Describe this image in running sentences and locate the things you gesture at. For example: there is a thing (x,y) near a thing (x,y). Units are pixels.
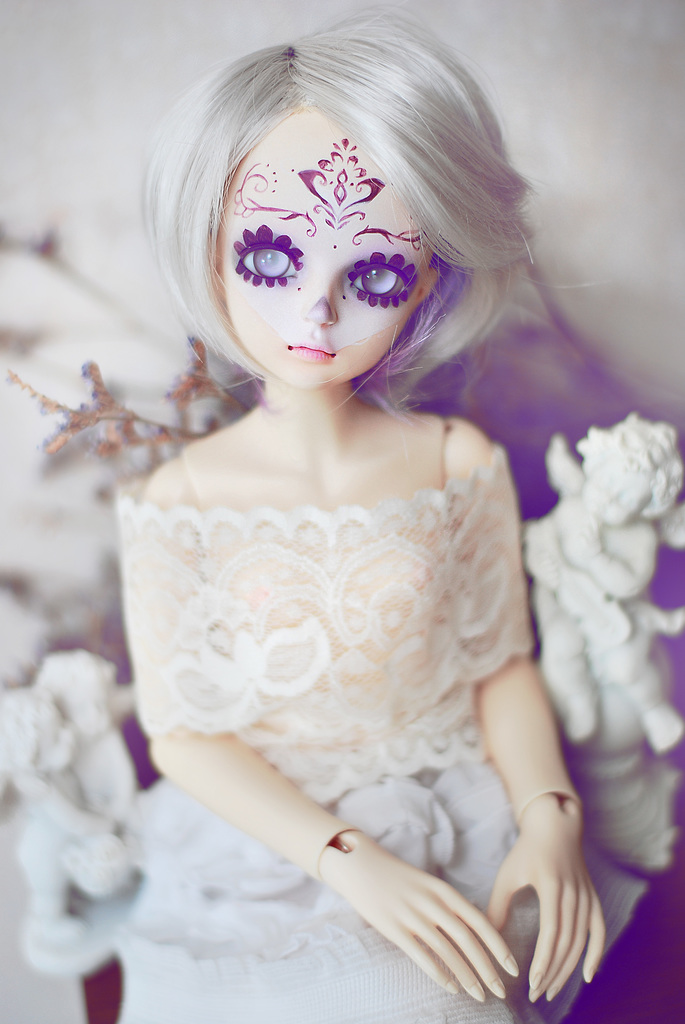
In this image we can see one girl doll (358,931) with white dress (286,906), two white objects (656,864) looks like statues (612,642) on the right (597,621) and left side of the image (21,841). There are some objects (170,445) in the background (557,385) and the background (17,492) is blurred.
